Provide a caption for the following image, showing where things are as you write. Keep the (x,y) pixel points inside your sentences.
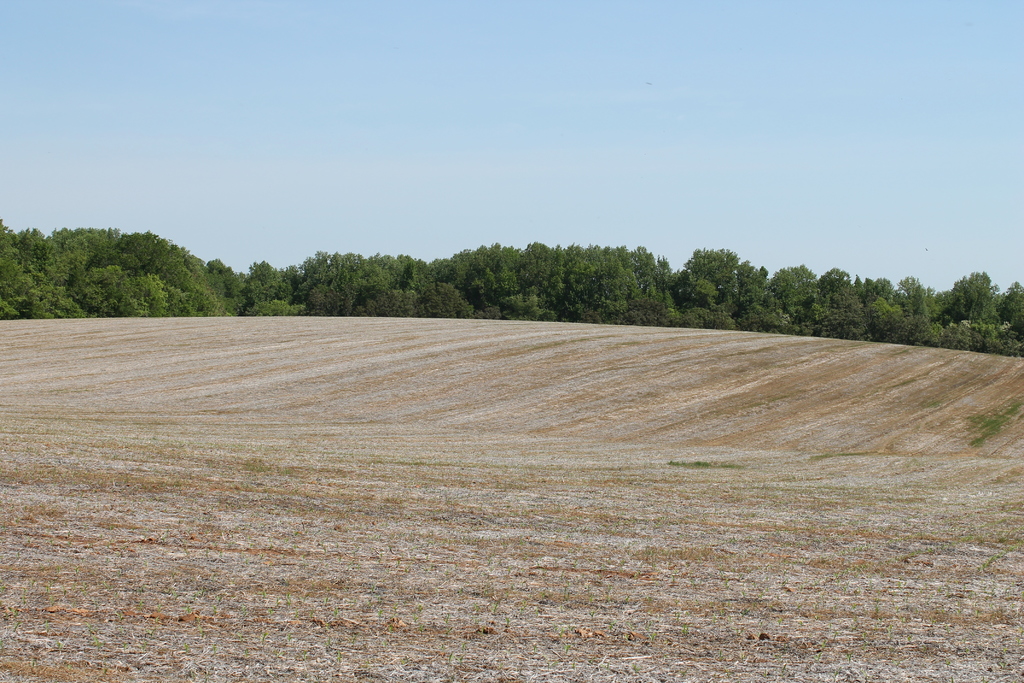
In the foreground of the picture (368,376) there is barren land (346,377). In the center of the picture (547,287) there are trees (871,318). In the background (494,92) it is sky (720,153).
